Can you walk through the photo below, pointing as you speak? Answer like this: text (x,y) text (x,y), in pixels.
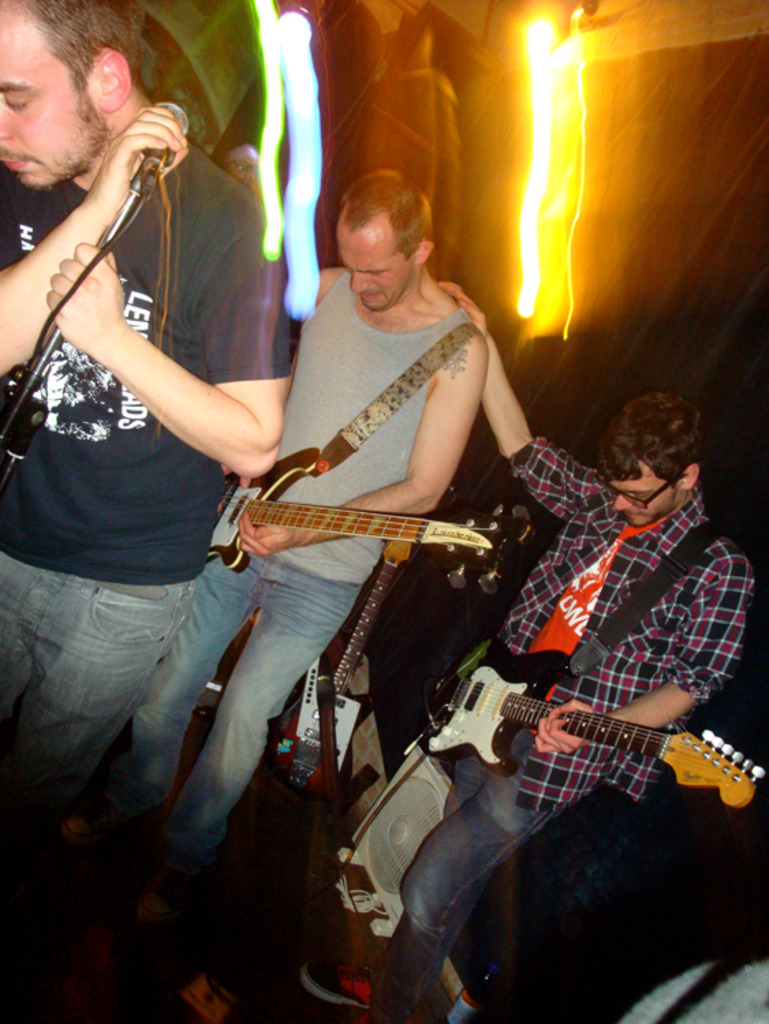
This picture shows two man (94,812) standing and playing guitar (220,532) and a person (101,195) holding a microphone (180,119).
